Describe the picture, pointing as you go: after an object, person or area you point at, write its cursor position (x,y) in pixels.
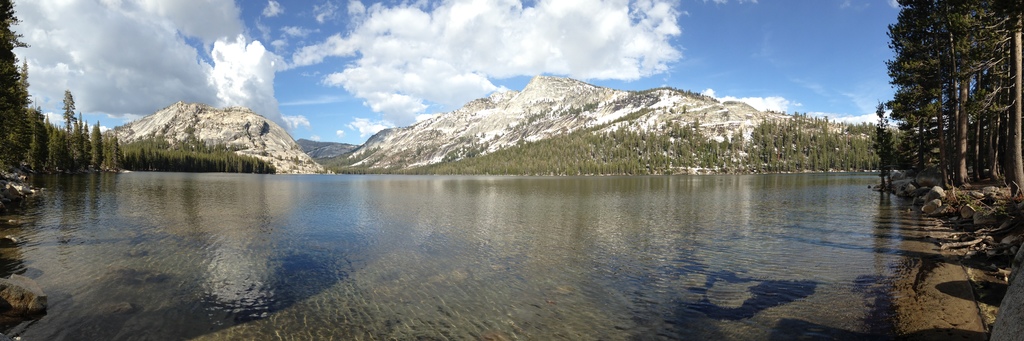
In this picture, we can see water (749,212), stones (933,198), trees (954,54), hills (241,146) and a cloudy sky (544,45).
